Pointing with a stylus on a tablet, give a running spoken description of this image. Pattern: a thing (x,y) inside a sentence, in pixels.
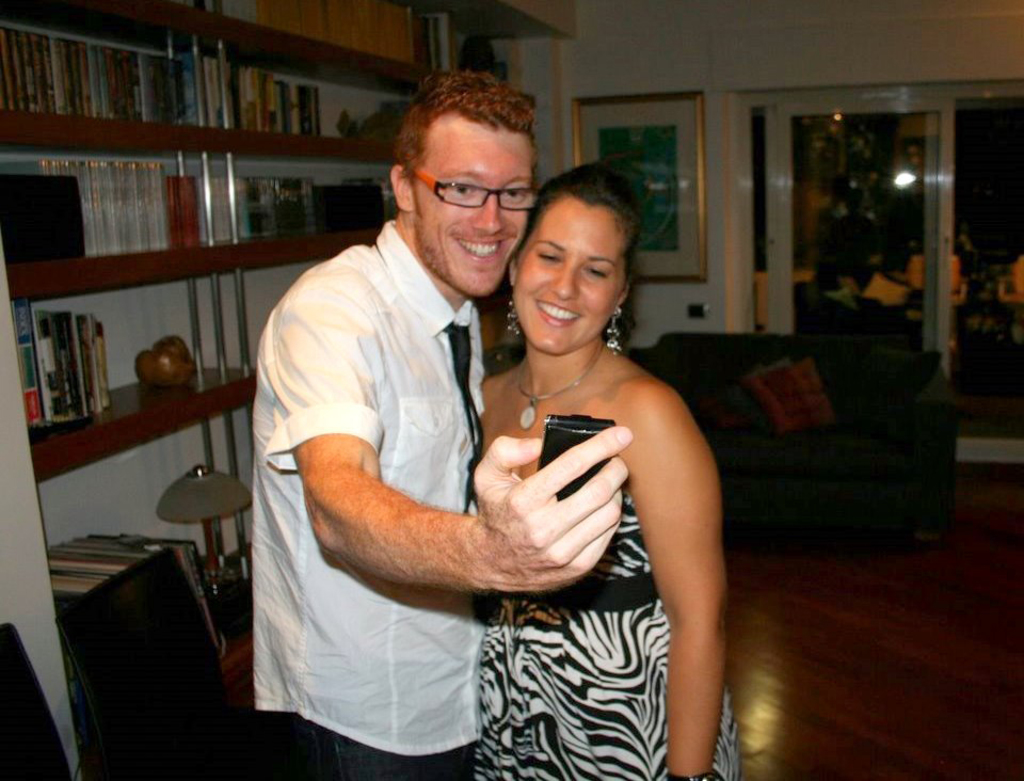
In this picture there is a woman (593,582) who is smiling. She is standing near to the man (340,311) who is wearing spectacle (468,205), shirt (350,361), tie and trouser (400,761). He is holding a mobile (571,484) and taking the selfie. Beside him we can see many books (140,206) and other objects (331,205) on the wood rack (193,270). In the background (683,92) we can see photo frame (685,270) and couch (712,373) near to the door (813,256). Through the door (997,313) we can see plants (862,219), trees (856,206) and boundary wall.
